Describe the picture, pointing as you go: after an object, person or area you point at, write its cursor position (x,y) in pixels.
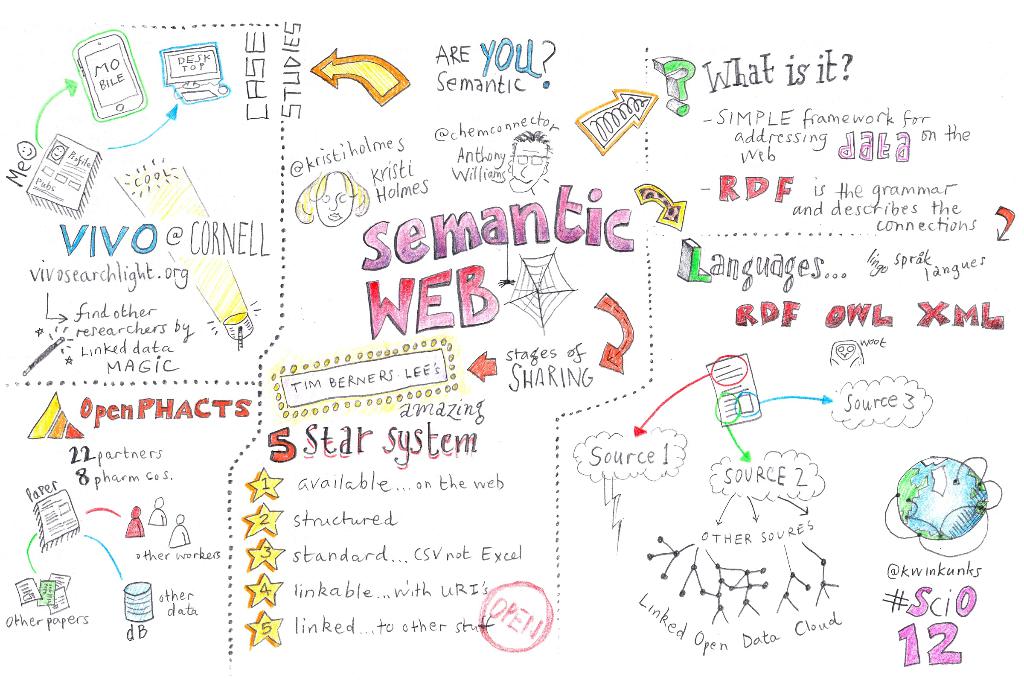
In this image there is some text (405,289) in the middle (405,289). There are drawings (96,119) on the four corners of the image. At the bottom (253,529) we can see there are stars (251,568). Beside the stars (255,583) there is some text (366,516). In this image it is a combination of text (472,280) and drawing (919,501).
